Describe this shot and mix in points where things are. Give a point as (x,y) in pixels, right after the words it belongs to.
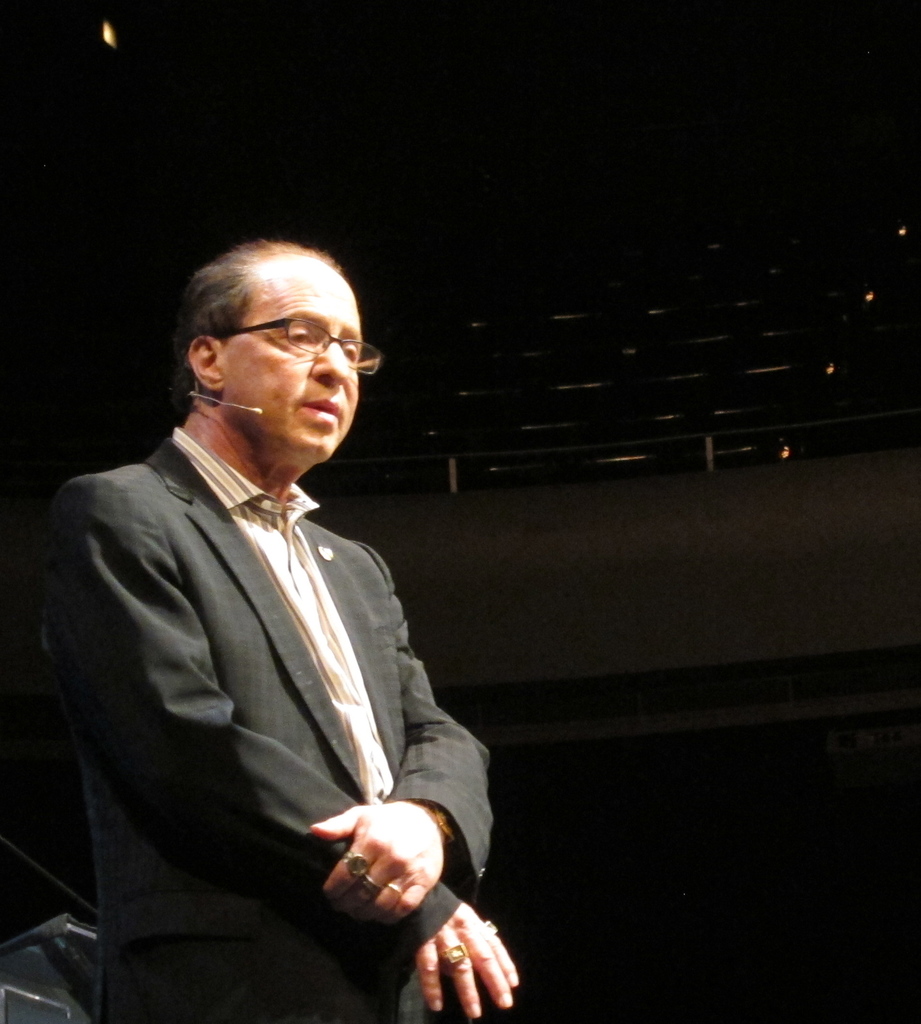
In this picture there is a man (258,711) standing and wore spectacle (342,348) and mic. In the background of the image (722,541) it is dark and we can see objects (5,1016).
